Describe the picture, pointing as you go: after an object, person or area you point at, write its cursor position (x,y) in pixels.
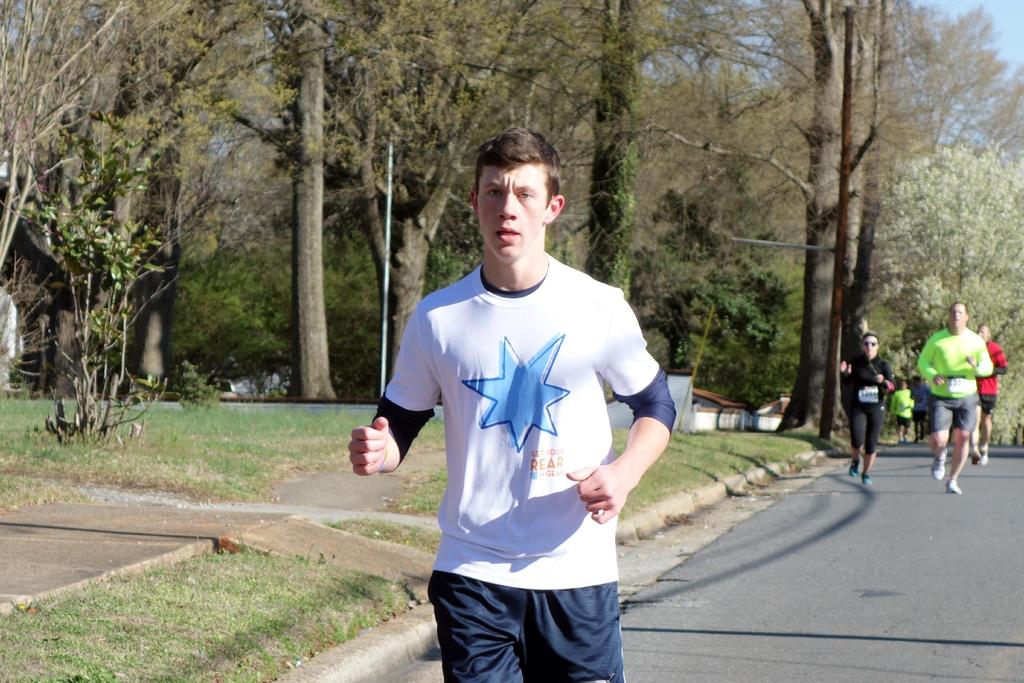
In this picture we can see a person (623,490). There are a few people (869,434) running on the road (919,457). We can see some grass (104,617) on the ground (209,432). There are a few plants (132,378), trees (171,350), tree trunks (293,342) and houses (677,396) are visible in the background (727,414).
